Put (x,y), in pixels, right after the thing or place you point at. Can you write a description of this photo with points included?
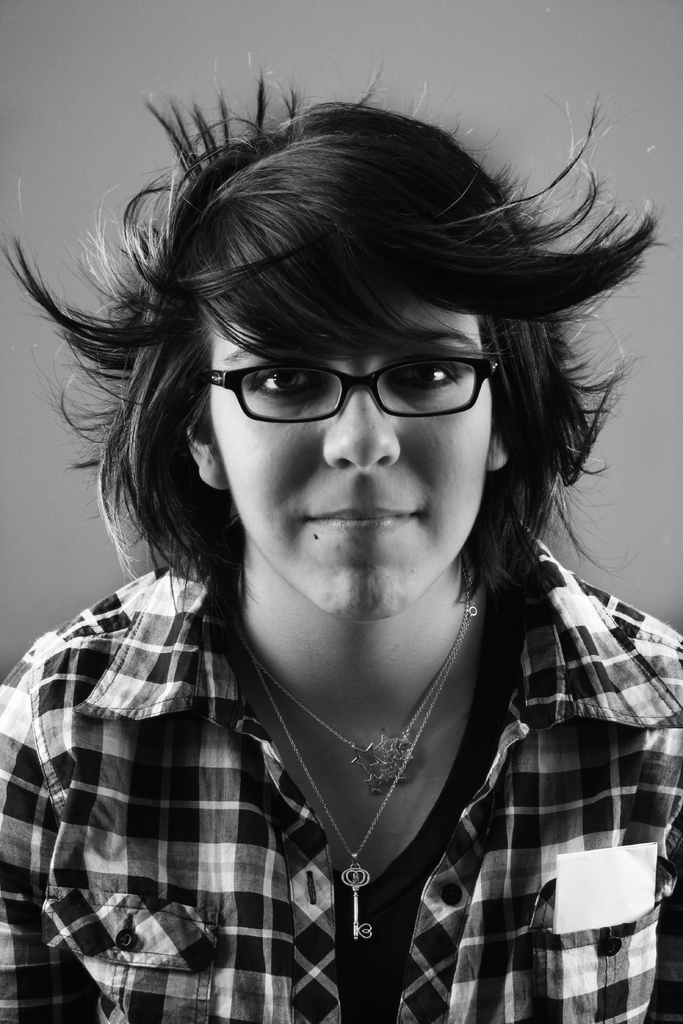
This is a black and white picture. In this picture, we see the woman (163,636) is wearing the check shirt (261,886). She is wearing the spectacles (437,388) and she is smiling. She might be posing for the photo. In the background (72,108), it is grey in color and it might be a wall (624,317).
